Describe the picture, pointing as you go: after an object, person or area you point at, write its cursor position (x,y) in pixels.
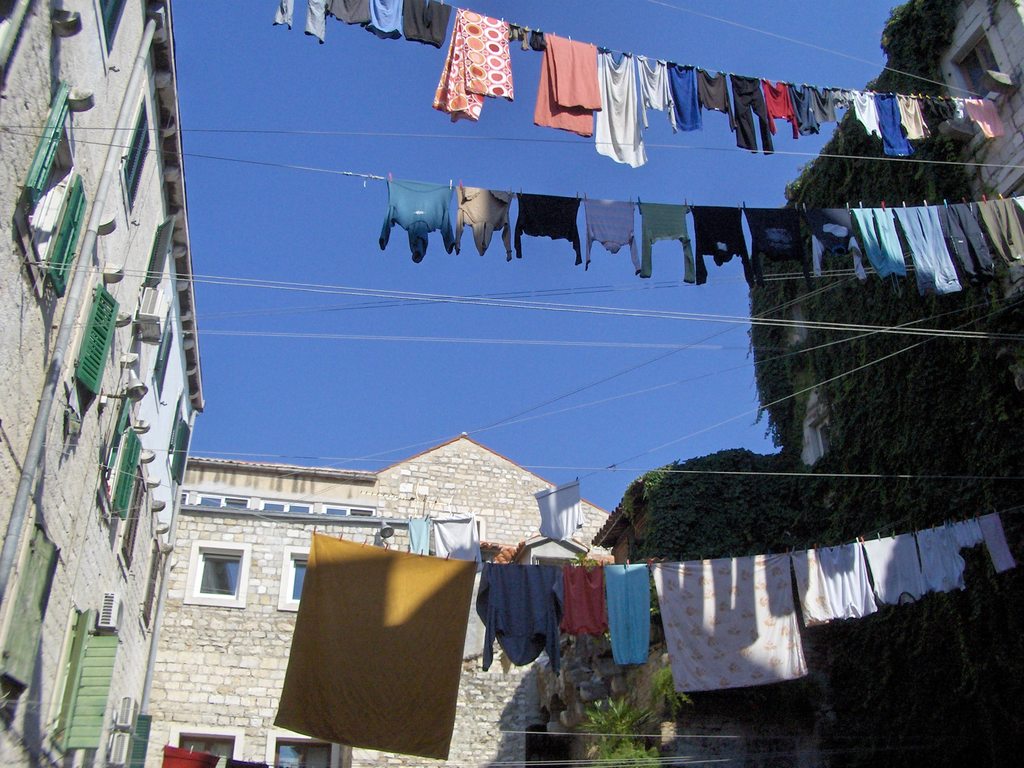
In this picture we can see buildings (270,487), on the right side (858,453) there are some plants (898,41), we can see wires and clothes (602,82) in the middle (563,294), there is the sky (438,174) at the top of the picture (433,85), we can see windows (131,517) of this building (93,336).
